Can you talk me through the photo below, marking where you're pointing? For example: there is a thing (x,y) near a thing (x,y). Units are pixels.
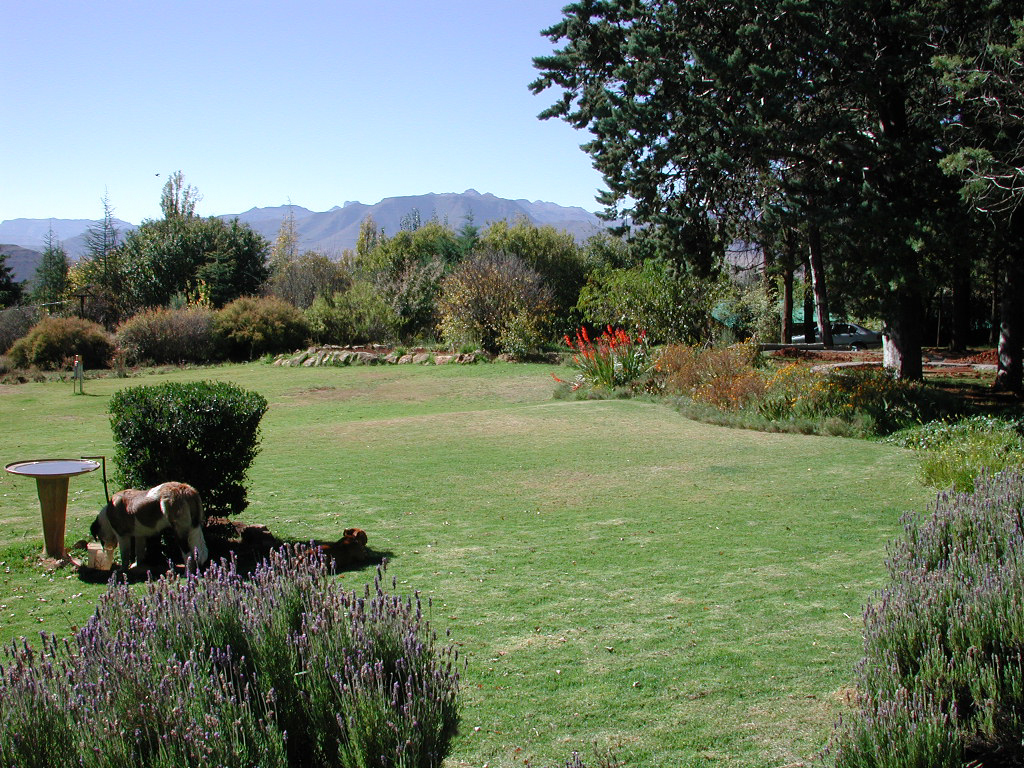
This image is clicked outside. There are trees (314,286) in the middle (480,286). There are bushes (628,390) at the bottom (218,764) and middle. There is an animal (162,520) on the left side (142,516). There is sky (354,110) at the top (444,111). There is a table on the left side (63,514).
